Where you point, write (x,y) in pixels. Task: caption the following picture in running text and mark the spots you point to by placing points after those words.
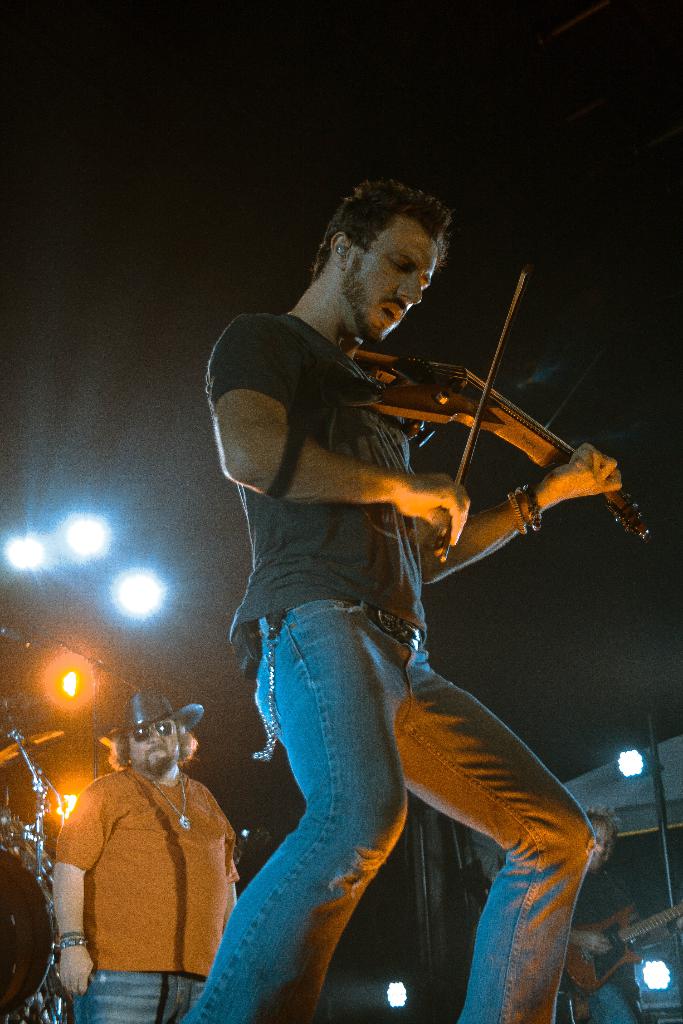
At the foreground of the image (278,650) there is a person (316,556) wearing black color T-shirt (371,515) playing violin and at the background of the image (103,871) there is a person (136,875) wearing orange color T-shirt (100,861) standing under the lights (79,685).
